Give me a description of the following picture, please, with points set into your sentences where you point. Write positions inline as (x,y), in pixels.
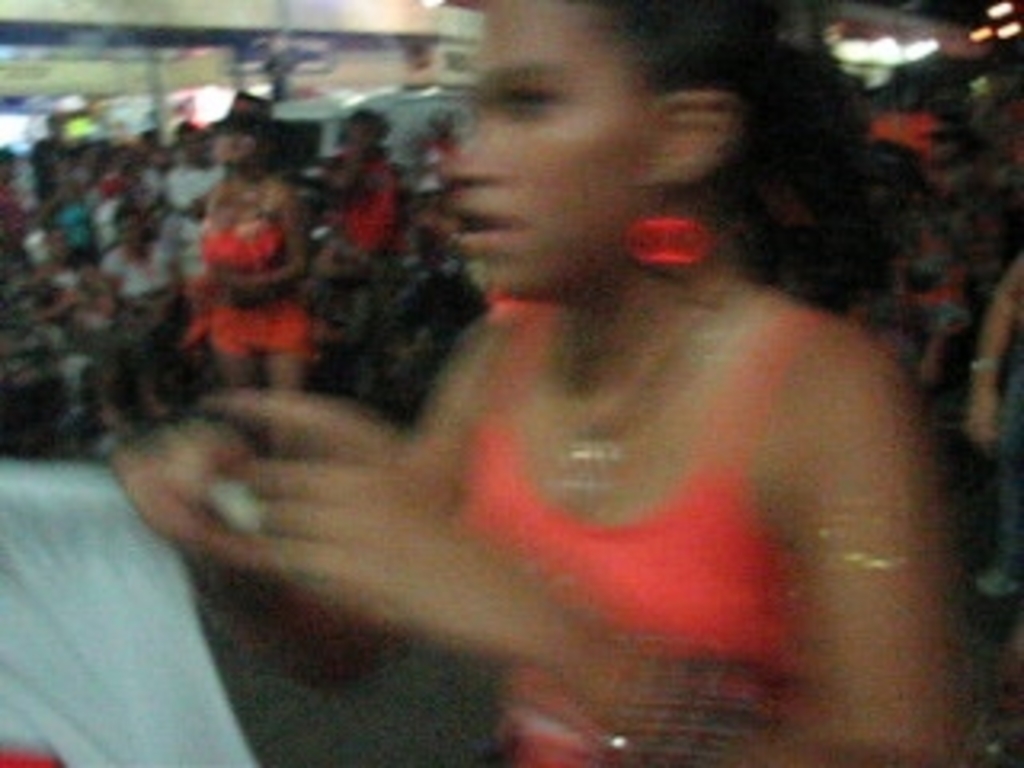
In this image I can see a crowd (451,516) on the floor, lights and buildings (265,43). This image is taken may be during night.
